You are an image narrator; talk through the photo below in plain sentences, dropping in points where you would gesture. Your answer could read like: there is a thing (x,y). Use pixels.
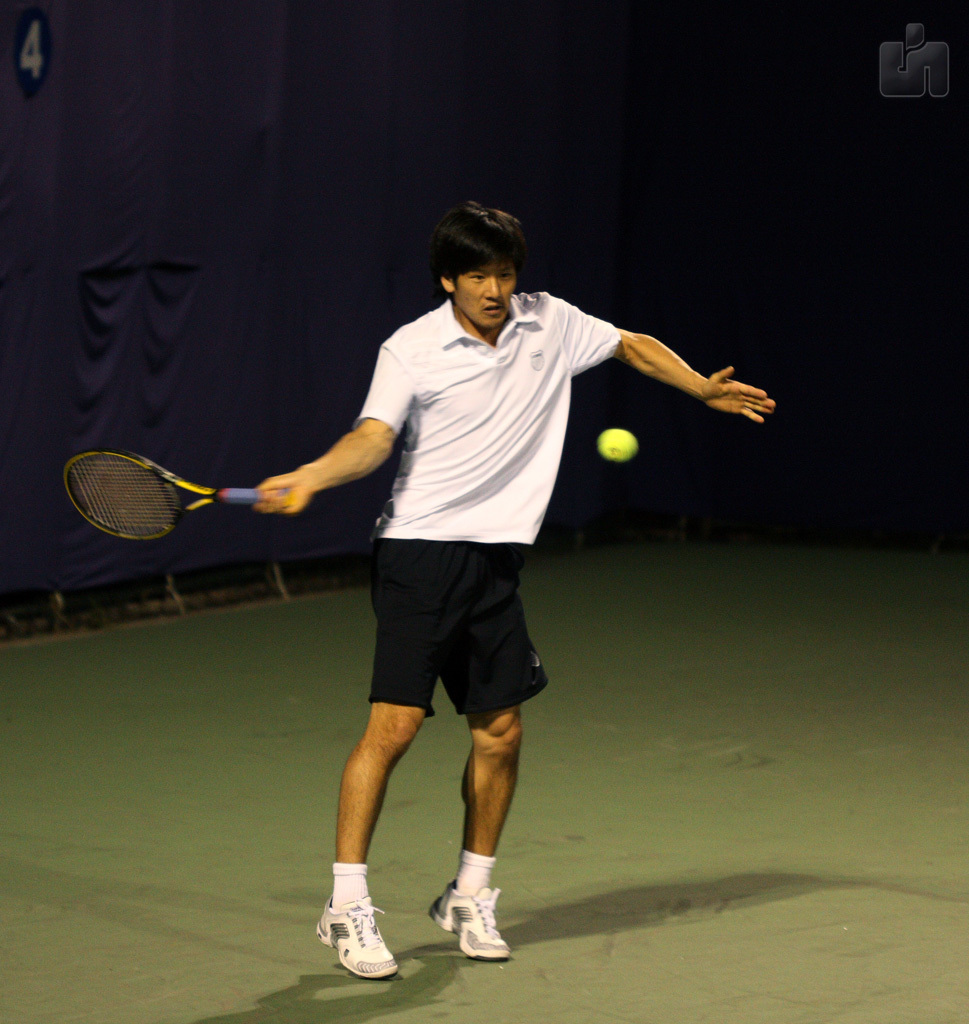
This man (398,594) wore white t-shirt (444,518) and holding racket (215,488) to hit this ball (610,447). This is blue curtain (239,296).
